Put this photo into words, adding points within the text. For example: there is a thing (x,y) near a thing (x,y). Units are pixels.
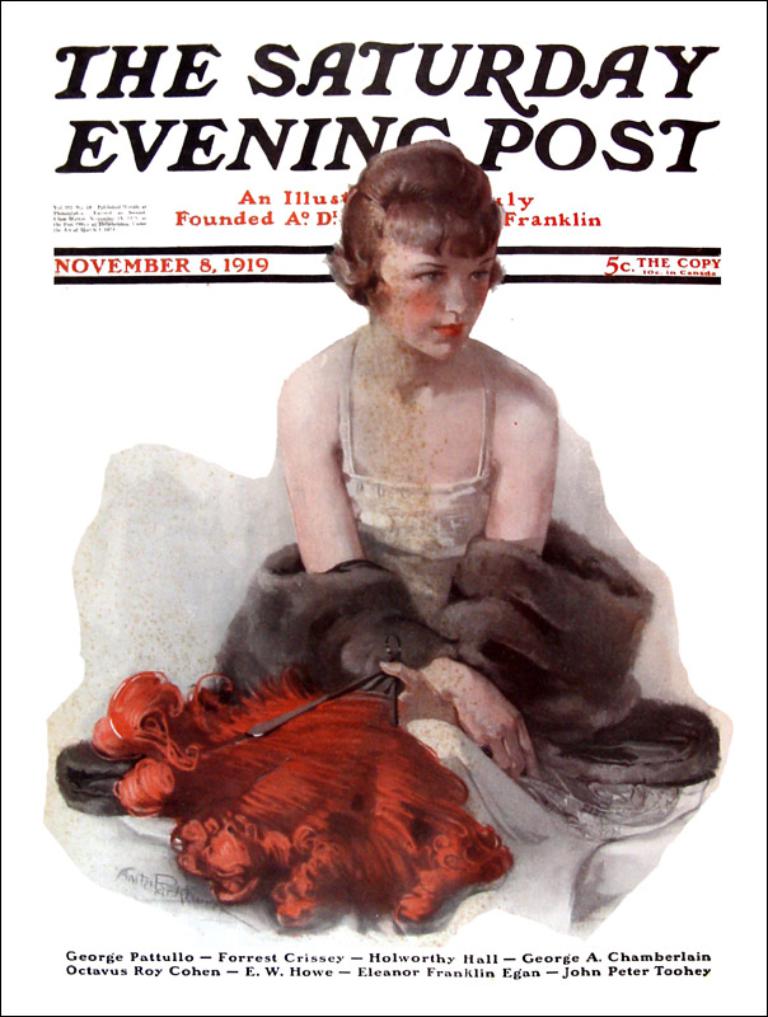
This is a poster. In this image there is a woman (571,629) sitting and holding the object (339,865). At the top (340,93) there is text (142,213). At the bottom (242,970) there is text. At the back (53,451) there is a white background (699,414).
